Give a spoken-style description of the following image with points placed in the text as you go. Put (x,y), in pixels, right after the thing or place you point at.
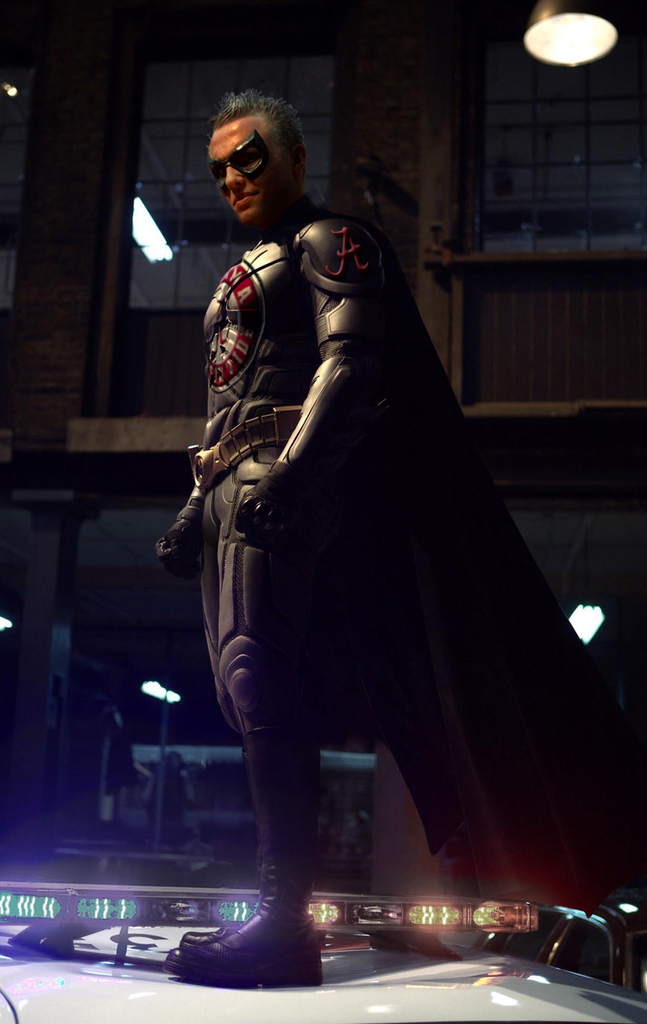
In this picture we can see a man (332,495) wearing a superhero costume (300,507), standing and giving a pose to the camera. Behind there is a glass window (571,182) and hanging light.
